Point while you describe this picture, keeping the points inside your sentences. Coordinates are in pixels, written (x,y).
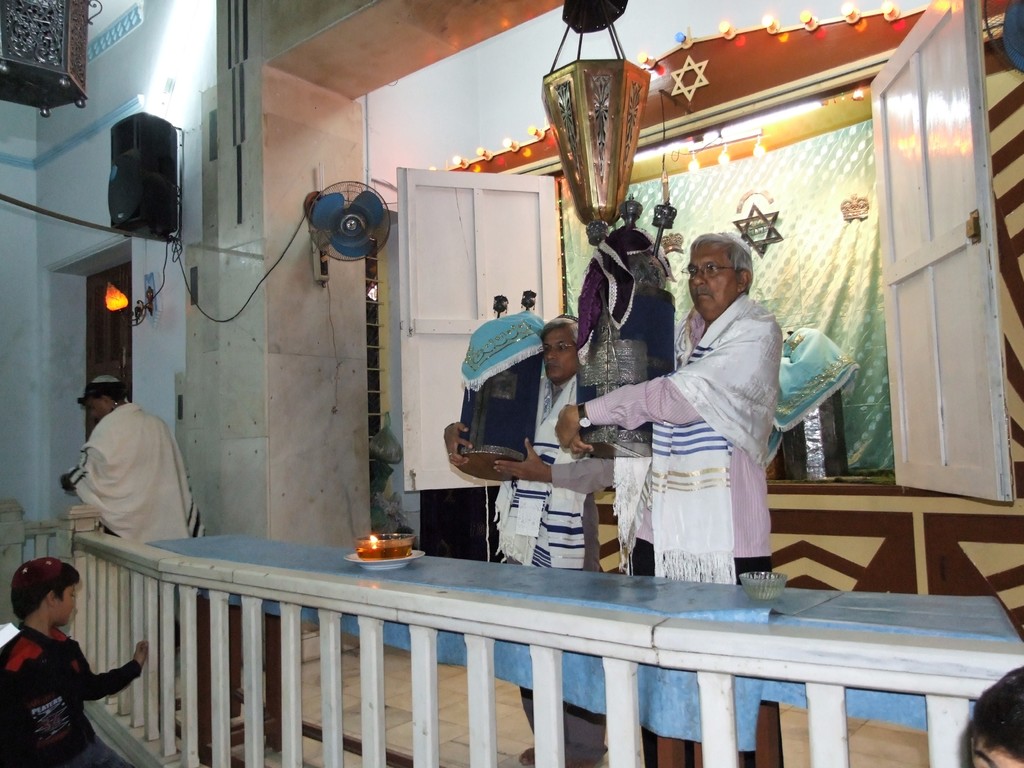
In the foreground (521,325), I can see two persons (507,509) are holding some objects (523,323) in their hand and two persons (40,739) are walking on the floor (403,680). In the background (484,256), I can see lights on a wall (152,57) and I can see speakers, fan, doors (548,294), table (846,621) and decorating items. This image taken, maybe in a hall (327,483).
